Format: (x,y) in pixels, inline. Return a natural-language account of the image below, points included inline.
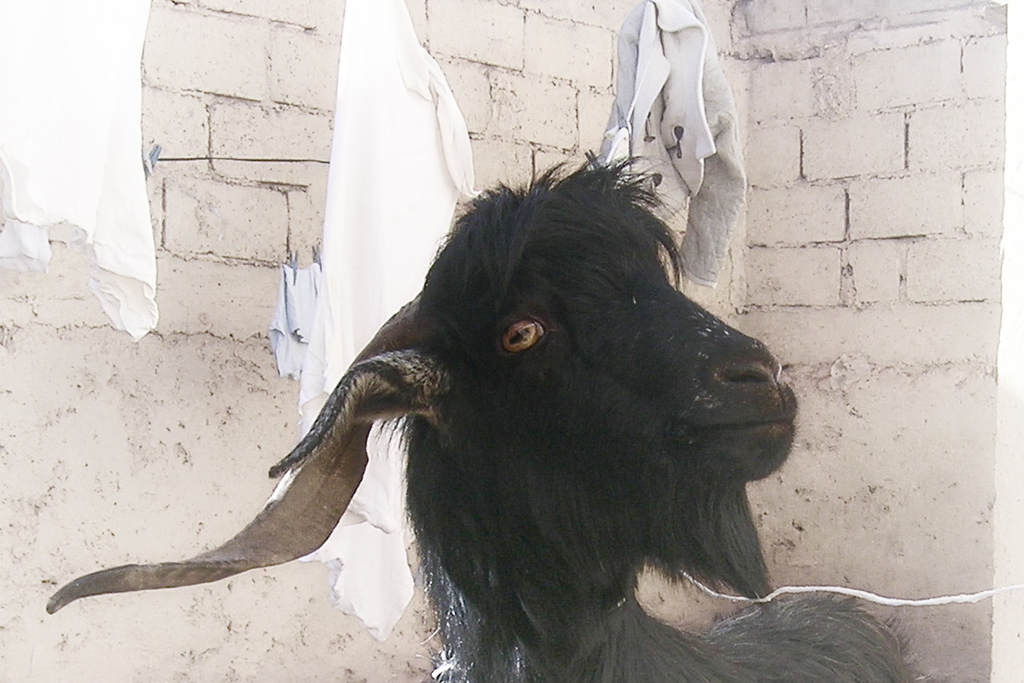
In this image we can see animal (648,408), brick walls (214,20) and clothes (85,210).
